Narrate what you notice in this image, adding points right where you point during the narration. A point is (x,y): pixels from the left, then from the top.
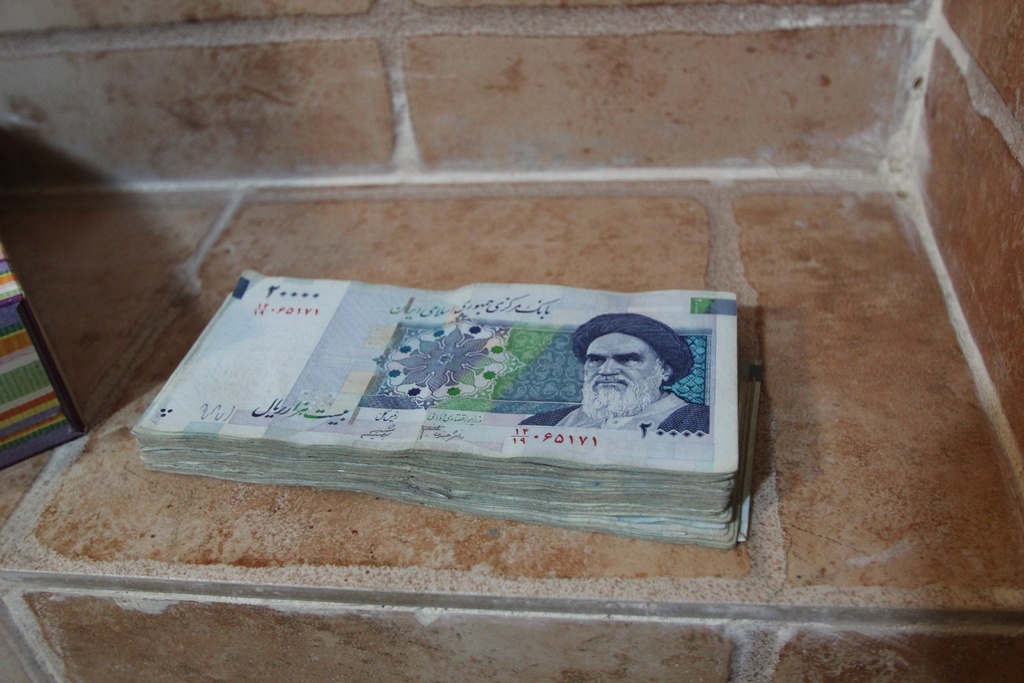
In the image we can see currency notes (541,300), kept on the brick tiles (885,334).
